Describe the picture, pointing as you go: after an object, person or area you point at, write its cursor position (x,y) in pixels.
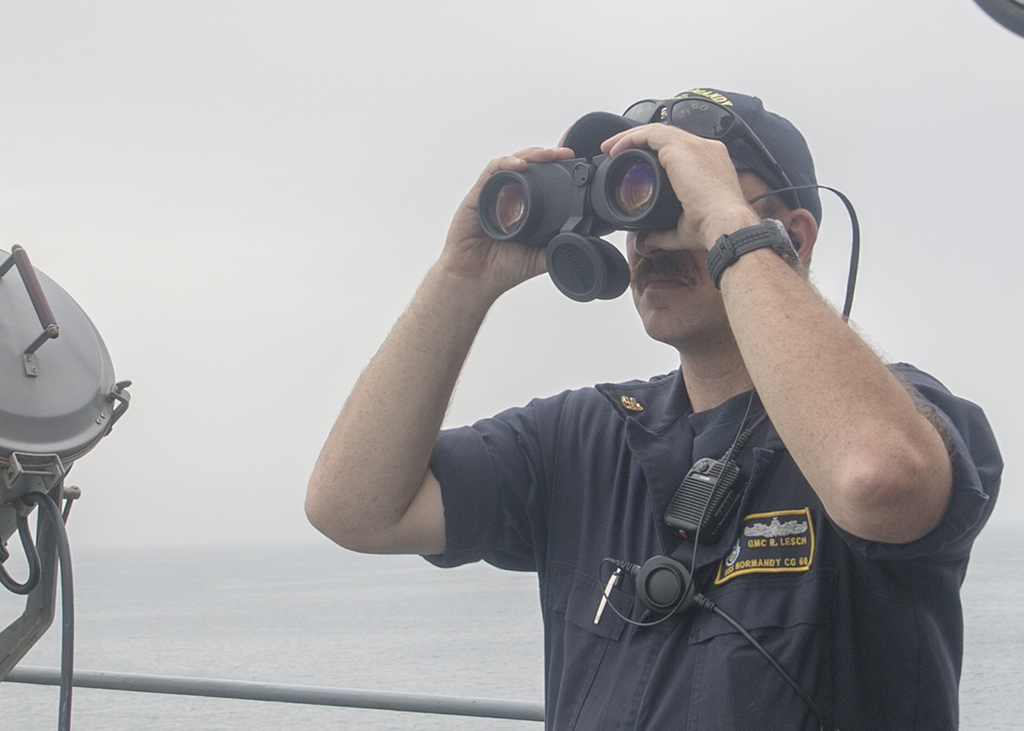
In this image there is one person (632,131) who is holding binoculars (533,234) and watching, and there are some objects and he is wearing goggles (712,113) and cap (785,145). And on the left side of the image (69,382) there is some object (39,536), at the bottom (170,676) there is a sea (317,663) and pole (124,676) and at the top (397,99) there is sky (263,168).
